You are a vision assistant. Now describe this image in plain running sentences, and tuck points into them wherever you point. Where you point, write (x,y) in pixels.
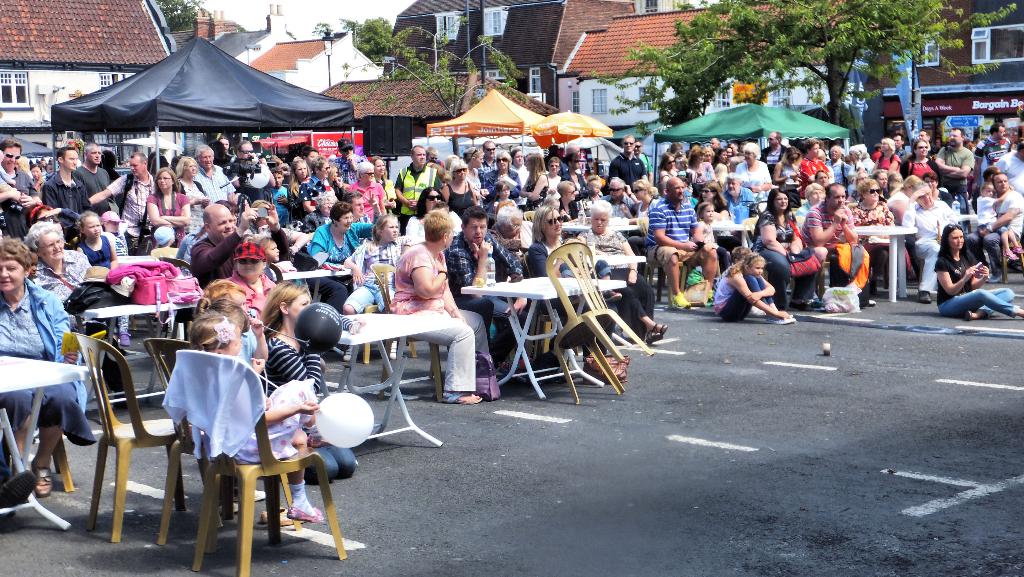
In this picture there are many people (19,300) those who are sitting on the chairs (553,258) in the center of the image (400,195) and some are standing, there are tables (525,359) in front of them and there are houses (924,85), stalls (101,130), and trees (508,59) in the background area of the image (571,67).
